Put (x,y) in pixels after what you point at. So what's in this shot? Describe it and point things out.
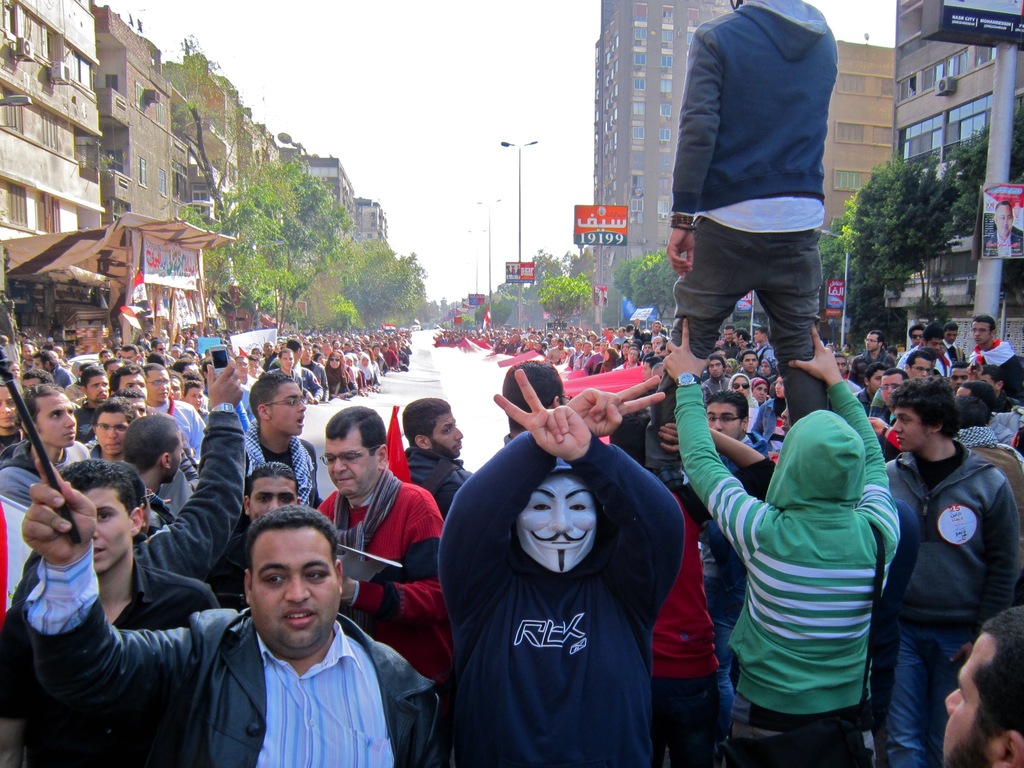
In this image, we can see a group of people (660,667). Few are holding some objects (226,365). Here a person (701,451) is standing. Background we can see trees (579,284), buildings (3,195), glass windows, banners (1009,245), hoardings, tent (187,239), poles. Top of the image (412,116), there is a sky (441,58).
